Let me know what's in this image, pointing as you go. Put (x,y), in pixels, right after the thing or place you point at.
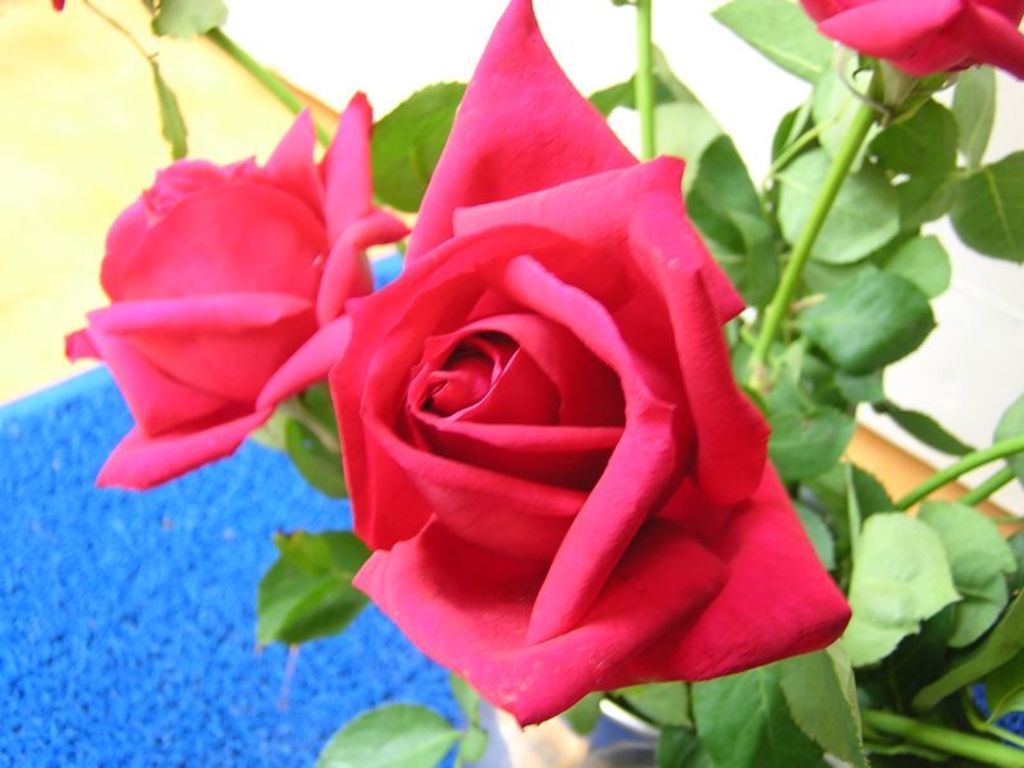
In this image I can see a plant (640,523) with roses (747,528) and leaves (880,497). In the background (123,527) there are some objects (83,561).
